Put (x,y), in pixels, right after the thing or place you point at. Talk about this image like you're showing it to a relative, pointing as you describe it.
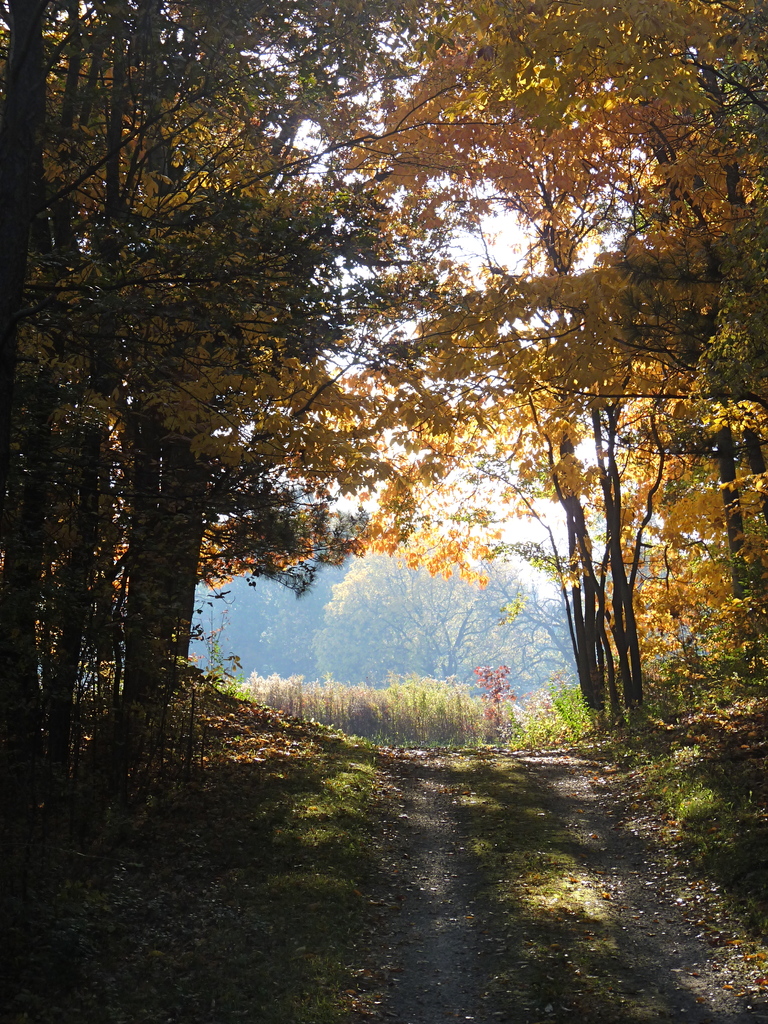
In the picture I can see the path (494,883), grass (541,869), dry leaves (724,744), trees (285,645) and the sky (341,498) in the background (96,683).
